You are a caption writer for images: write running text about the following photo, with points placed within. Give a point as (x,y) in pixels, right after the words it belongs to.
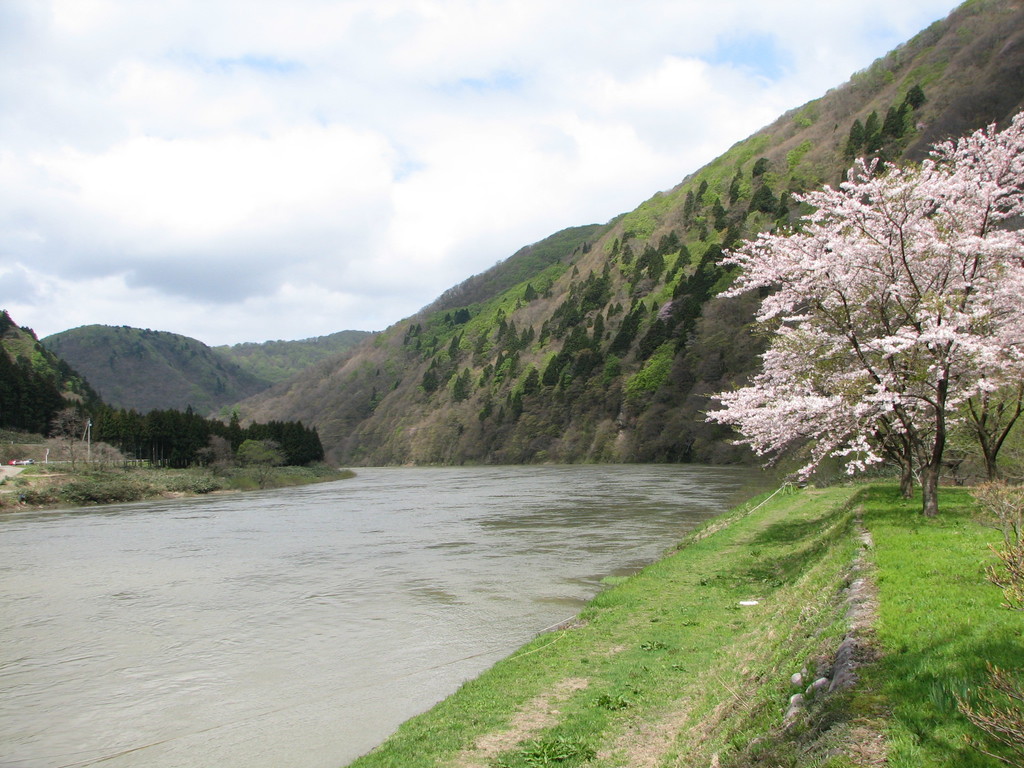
In this picture I can see on the left side (226,535) there is water (447,524), on the right side (878,386) there are trees (841,395). In the background (579,354) there are hills (705,340), at the top (436,175) there is the sky (431,188).
